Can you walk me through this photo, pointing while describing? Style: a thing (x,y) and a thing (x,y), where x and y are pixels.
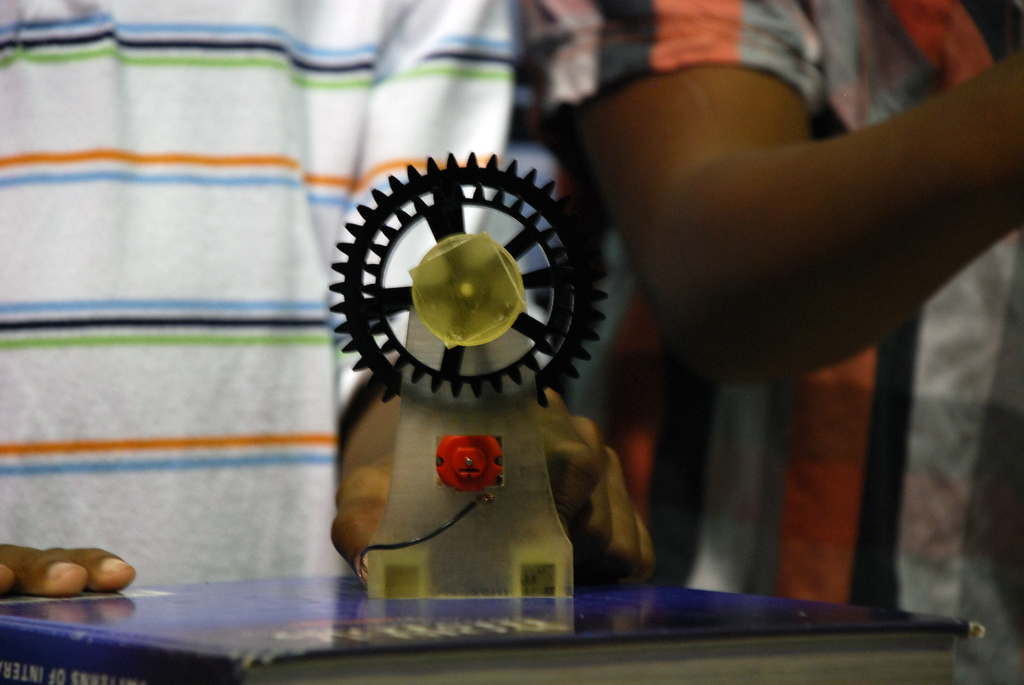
In this image we can see a book (479,603) and an object (487,463). In the background (322,321) we can see two persons (598,129) who are truncated.
